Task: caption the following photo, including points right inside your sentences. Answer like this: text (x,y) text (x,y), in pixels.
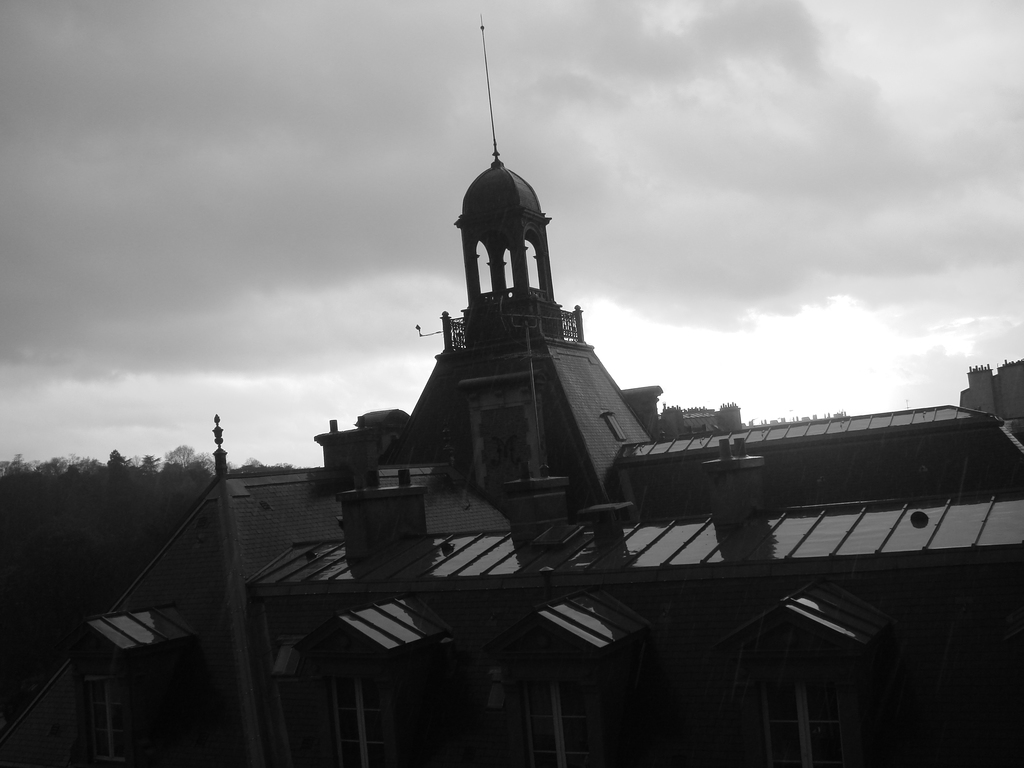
This is a black and white image, which contains a building (332,666) and there are trees (55,623) behind it, in the background (146,446) we can see there are clouds (126,443) in the sky (776,378).
